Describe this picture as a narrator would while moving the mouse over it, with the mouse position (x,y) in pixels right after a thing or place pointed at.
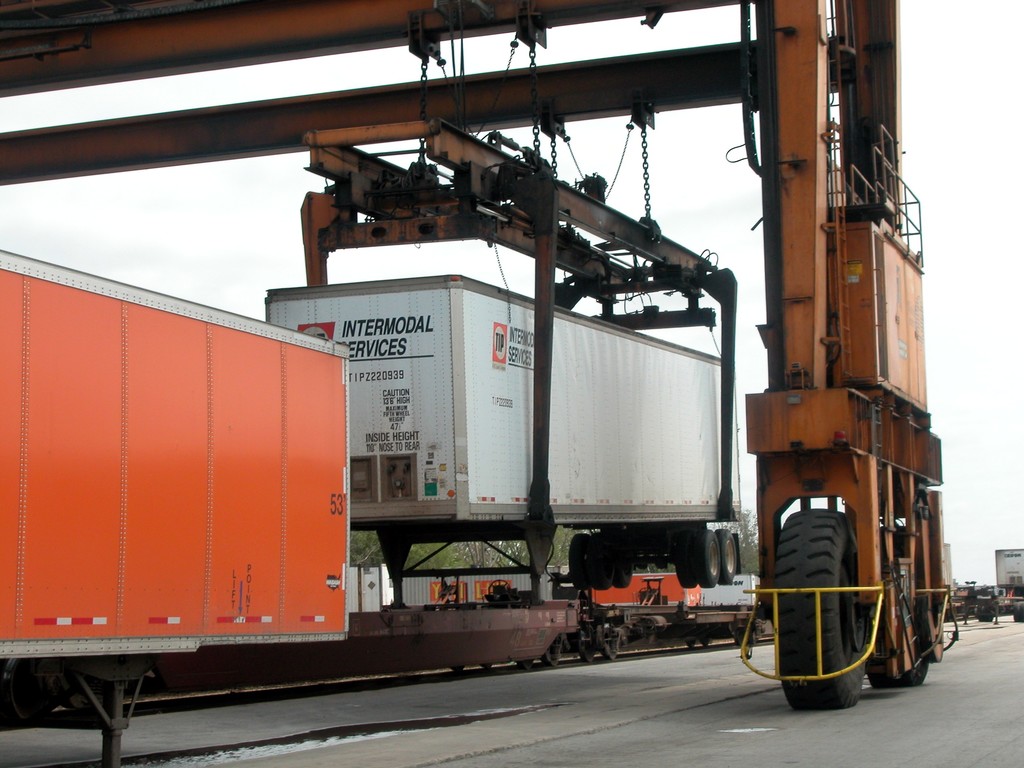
In this image I can see few containers (481,480) on the vehicles (563,610). I can see few trees (501,562), sky (946,290) and the crane (540,103) is holding the container (613,392).
